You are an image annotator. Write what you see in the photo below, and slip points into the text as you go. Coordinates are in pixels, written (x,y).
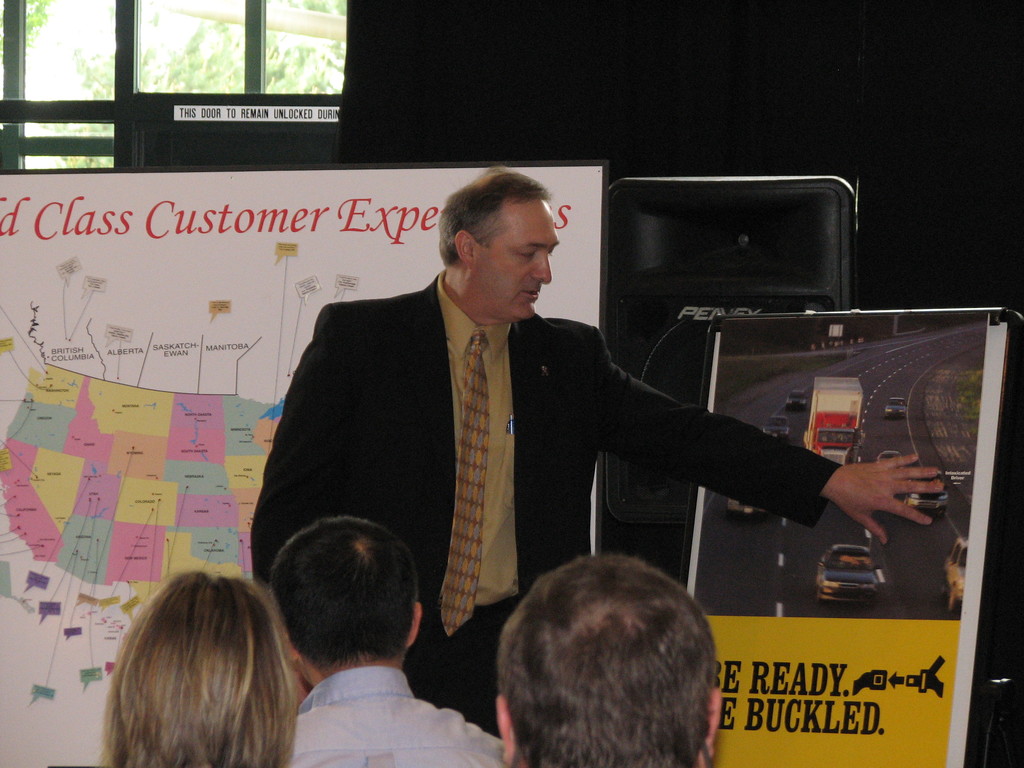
In the image we can see there are many people (385,678) sitting and one (497,505) is standing, they are wearing clothes (516,488). This is a poster (968,607) and a window (218,80). Out of the window (204,51) we can see trees (141,65).
